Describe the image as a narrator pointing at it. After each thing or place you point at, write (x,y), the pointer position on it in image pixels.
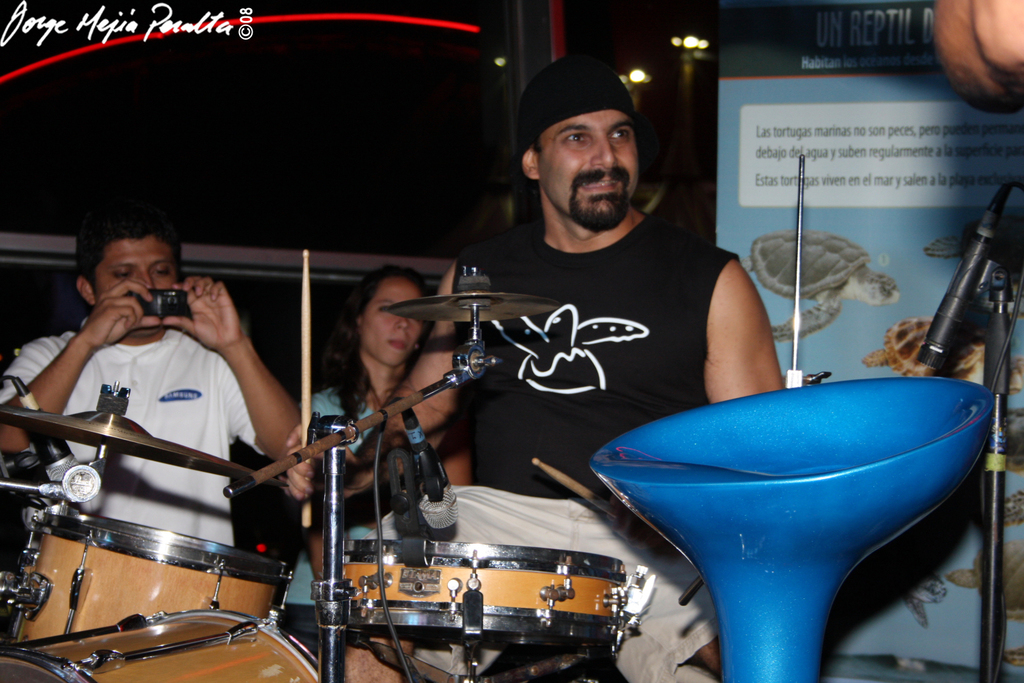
In this image I can see few people (502,410) with musical instruments (540,575). I can also see a mic (449,527). Here I can see a chair (800,482) and he is holding a camera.
